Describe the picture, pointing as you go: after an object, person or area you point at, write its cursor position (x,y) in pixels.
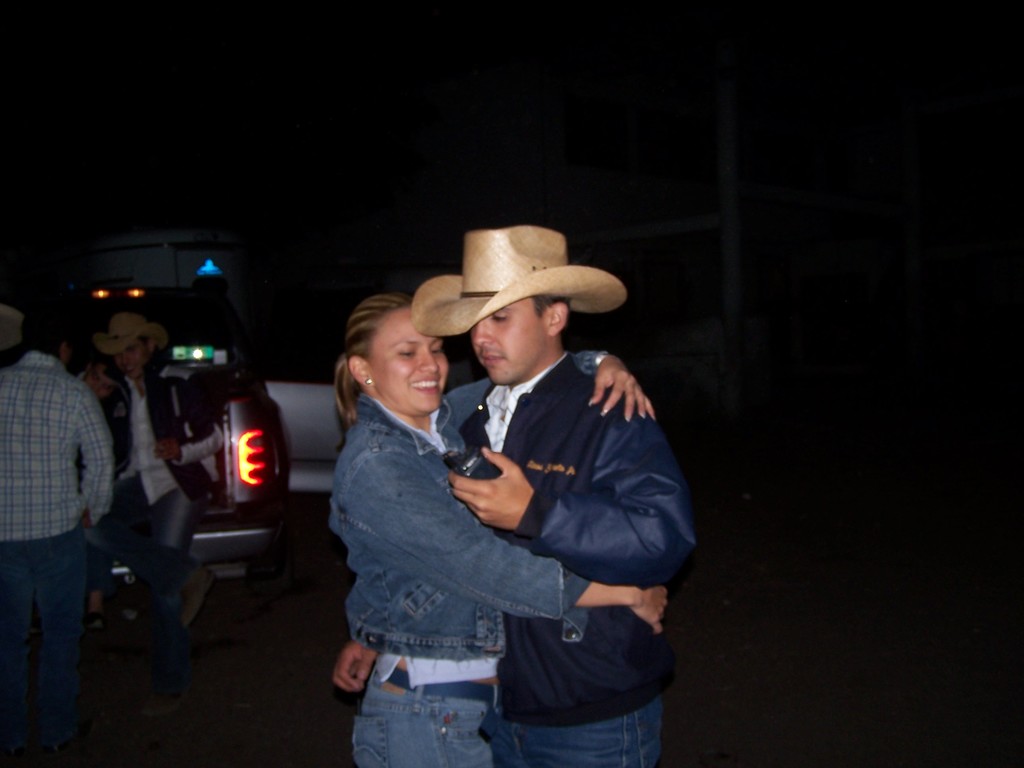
In this picture I can observe a couple (513,520) in the middle of the picture (370,428). On the left side (31,385) I can observe few people (138,425) and a vehicle (170,335). The background (277,102) is completely dark.
